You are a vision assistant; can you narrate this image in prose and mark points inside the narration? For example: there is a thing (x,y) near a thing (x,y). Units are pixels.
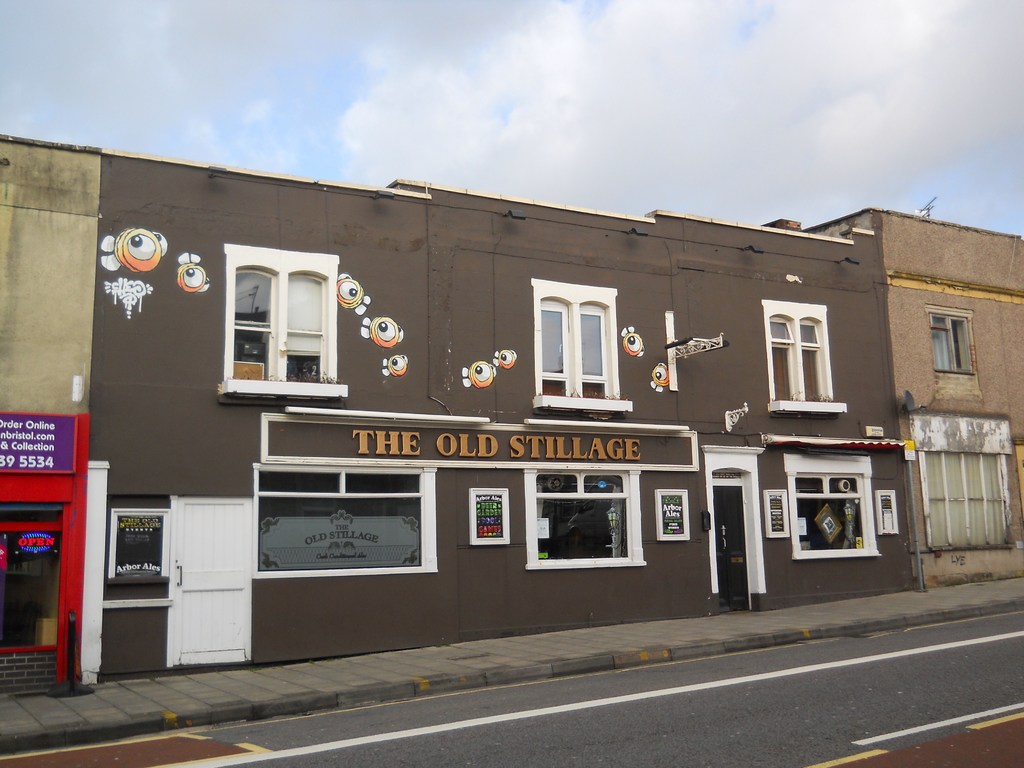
This picture is clicked outside the city. At the bottom (708,733), we see the road (729,670). Beside that, we see the footpath (251,674). In the middle of the picture (607,387), we see the buildings (374,413). We even see the doors (220,537) and windows (315,490). On the building (389,477), we see some text (399,440) written as "The old stillage". On the left side (77,529), we see the glass door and a wall (75,513) in red color. We see a board (22,448) in purple color with some text (27,436) written on it. At the top (475,70), we see the sky (475,70).
